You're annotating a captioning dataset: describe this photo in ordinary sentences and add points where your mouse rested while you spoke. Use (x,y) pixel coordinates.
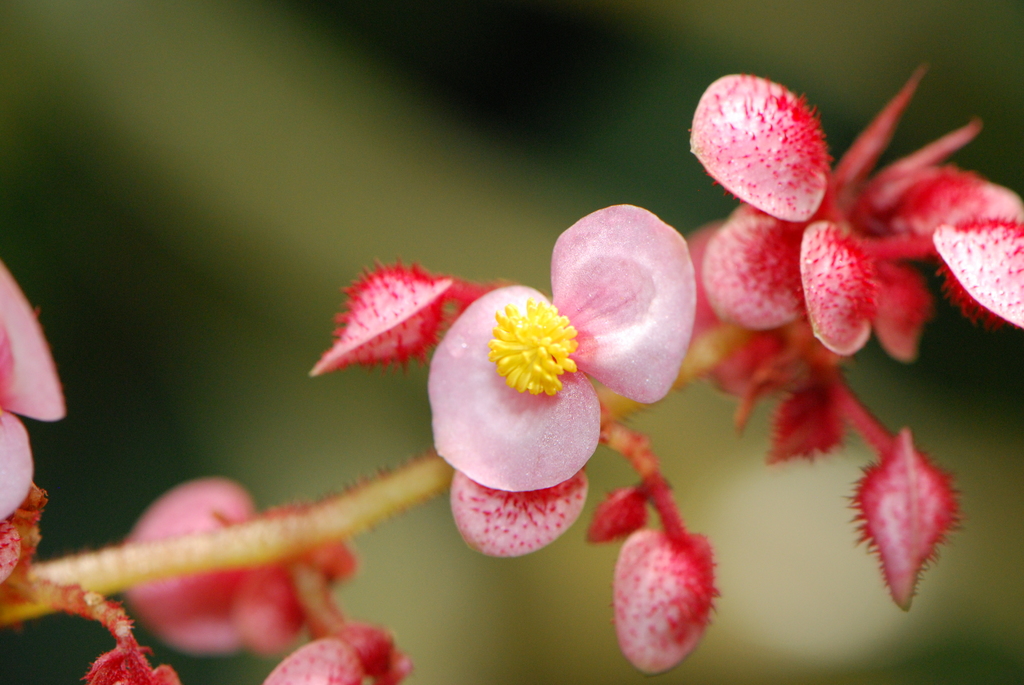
In this picture we can see flowers (321,683) and in the background (368,393) it is blurry.
